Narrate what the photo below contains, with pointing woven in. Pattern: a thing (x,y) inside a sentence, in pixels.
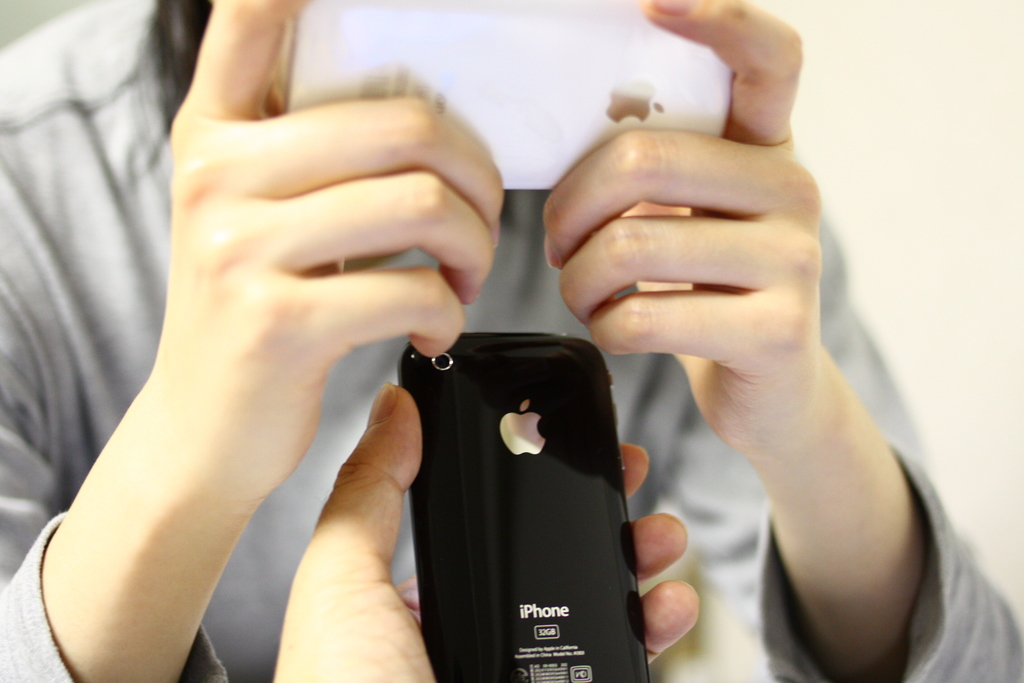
In the image we can see there is a person (470,147) standing and holding apple mobile phone (547,92) which is in white colour in her hand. There is another black colour apple phone (526,539) in another person hand (390,626).
